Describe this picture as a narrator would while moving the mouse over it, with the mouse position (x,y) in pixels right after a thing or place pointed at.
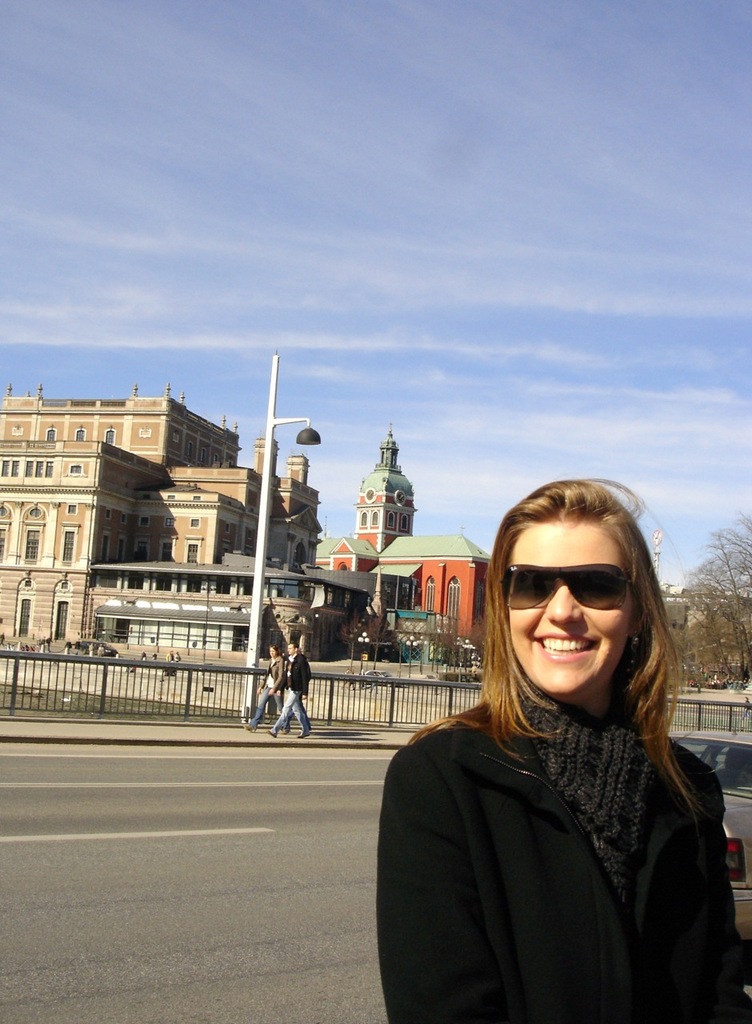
Here we can see a woman (498,553). She is smiling and she has goggles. There are two persons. Here we can see a fence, pole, buildings (384,572), and trees (751,664). In the background (456,131) we can see sky (469,294).
